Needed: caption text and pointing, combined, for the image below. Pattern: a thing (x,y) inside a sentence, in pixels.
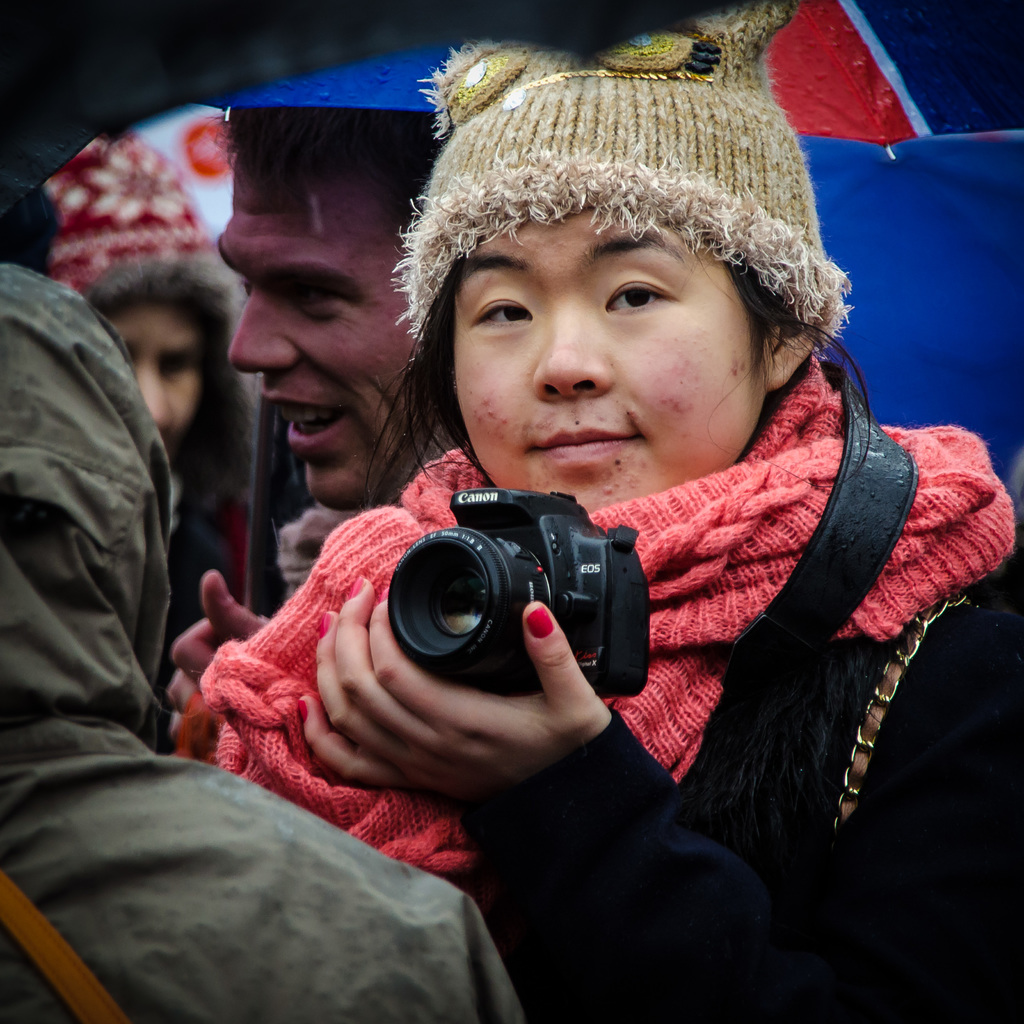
A lady (522,285) is holding a camera (466,580) in one of her hands (532,725) and there are few people (246,635) in the background of the image (359,355).
